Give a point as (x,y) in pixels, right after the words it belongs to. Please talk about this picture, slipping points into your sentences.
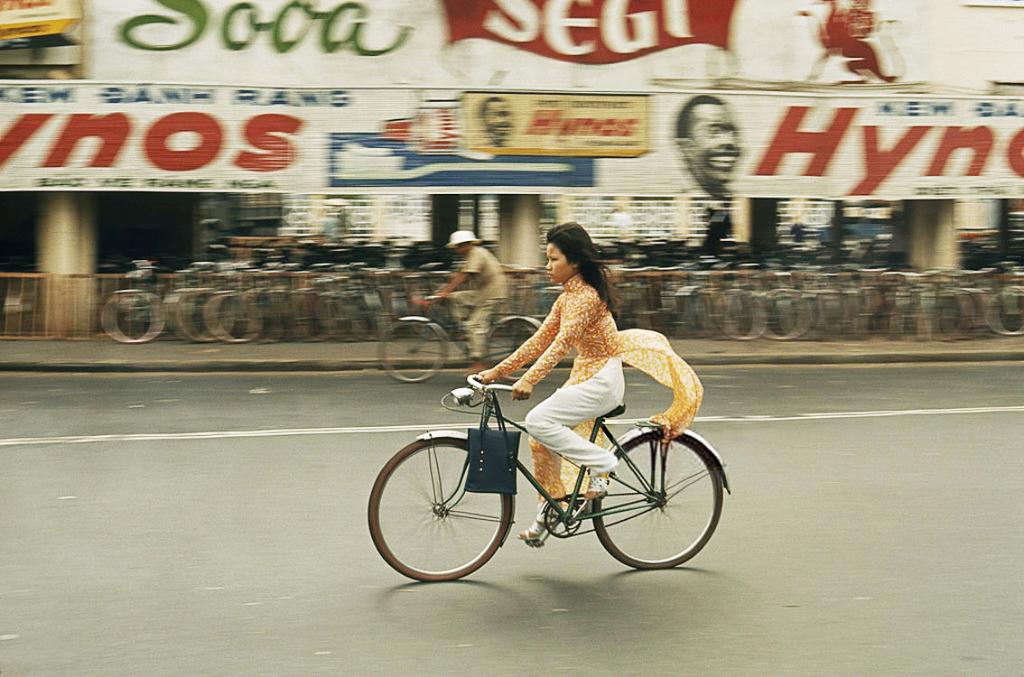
In the center of the image (435,323) two persons (483,324) are riding a bicycle (488,444). In the middle of the image (369,310) we can see some bicycles (376,294) are present. At the top of the image (398,126) boards (524,133) are there. At the bottom of the image (206,577) road (199,599) is there.
